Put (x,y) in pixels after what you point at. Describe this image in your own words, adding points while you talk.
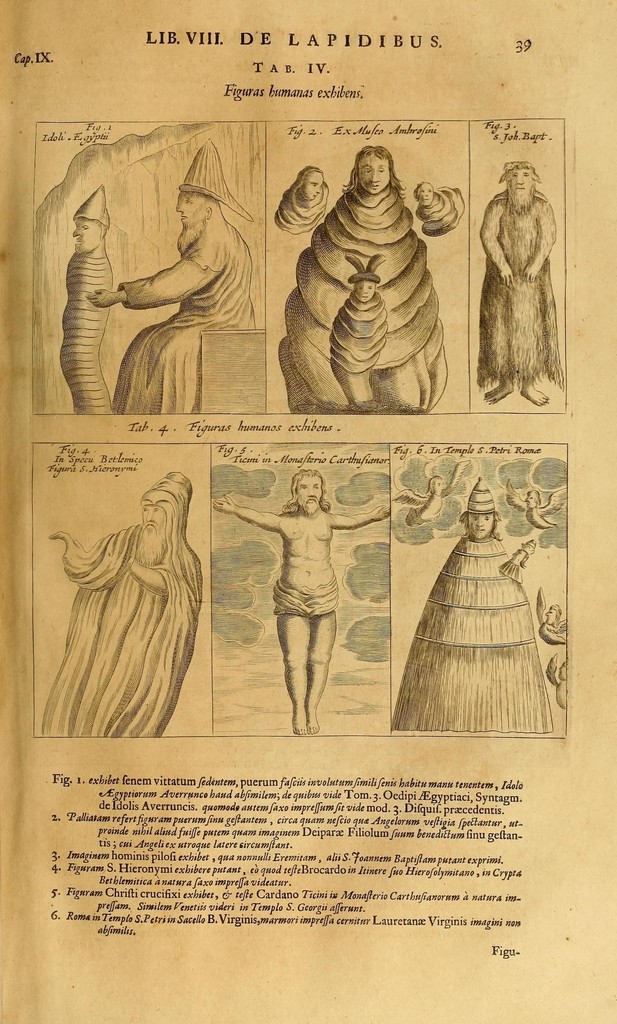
In this image we can see a page (419,847) of a book (421,861) where we can see diagrams (458,715) and some text (252,834) written on it.
